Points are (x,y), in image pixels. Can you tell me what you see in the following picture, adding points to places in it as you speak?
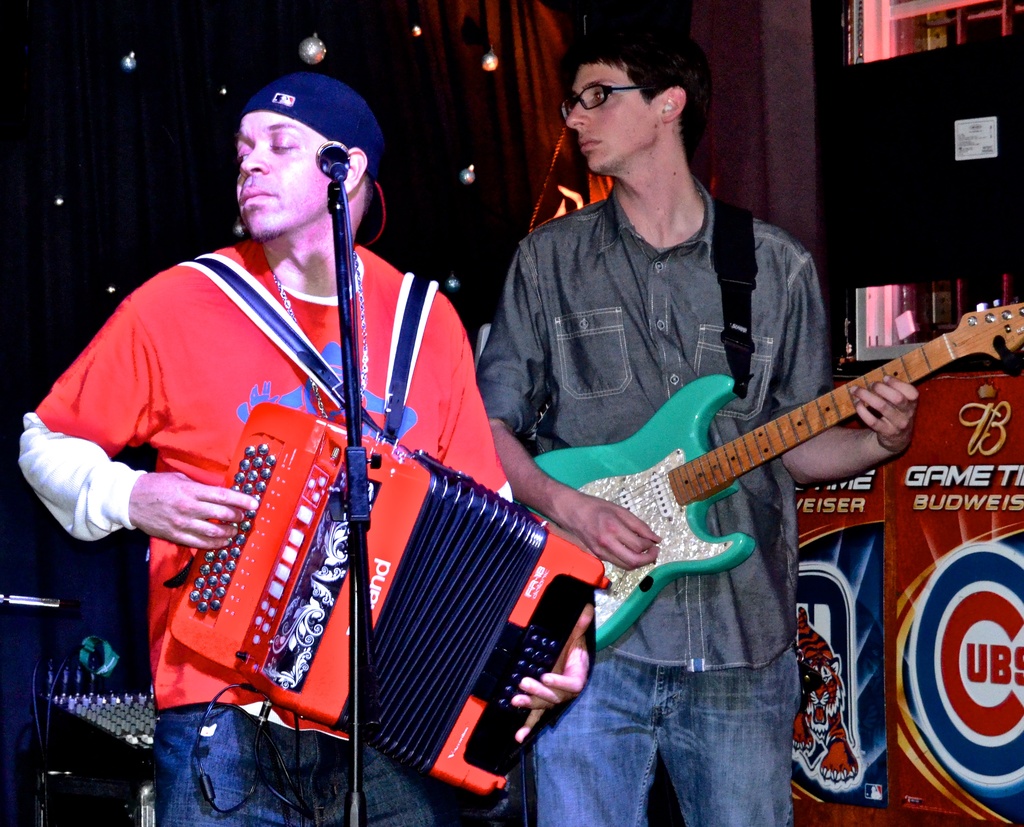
There are two men (423,353) standing and playing musical instruments (416,482), in front of this man (291,196) we can see microphone (339,158) with stand (347,534). We can see posters (908,493). In the background (7,489) we can see curtains (80,107), device (87,710) and lights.
